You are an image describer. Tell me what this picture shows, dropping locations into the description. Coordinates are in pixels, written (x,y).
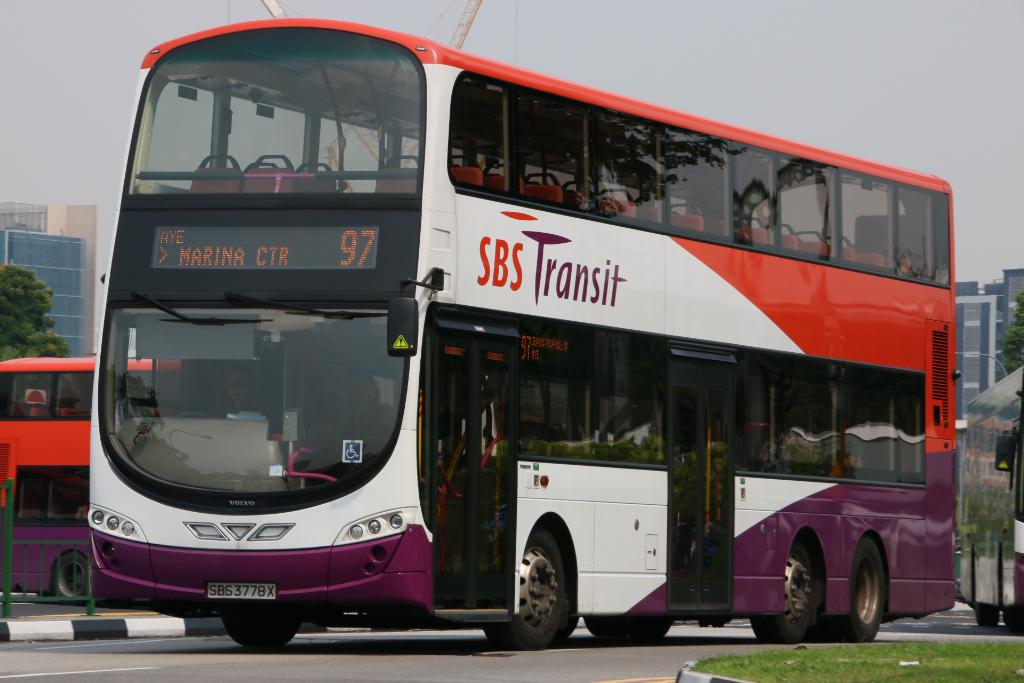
In this image I can see the vehicles (595,555) on the road (478,643). On both sides I can see the trees (18,281) and buildings (972,377). To the right (866,673) I can see the grass (837,664). To the left (6,553) I can see the railing (81,599). In the background (636,53) I can see the sky (483,49).
